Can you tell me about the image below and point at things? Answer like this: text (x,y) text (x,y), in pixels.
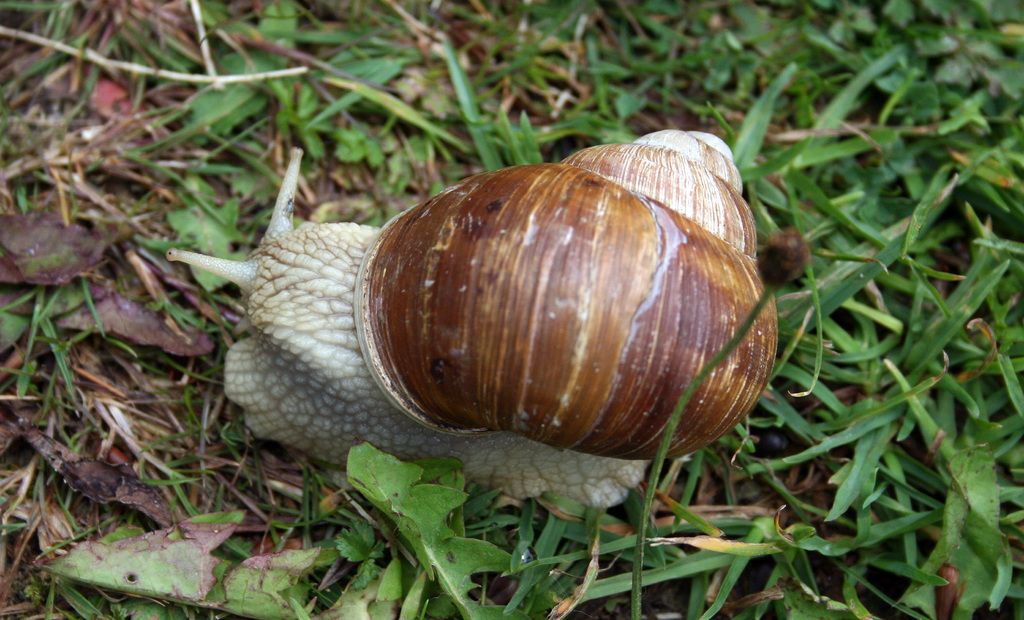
In this picture I can see snail (479,366) and grass (821,415) on the ground (330,156).
